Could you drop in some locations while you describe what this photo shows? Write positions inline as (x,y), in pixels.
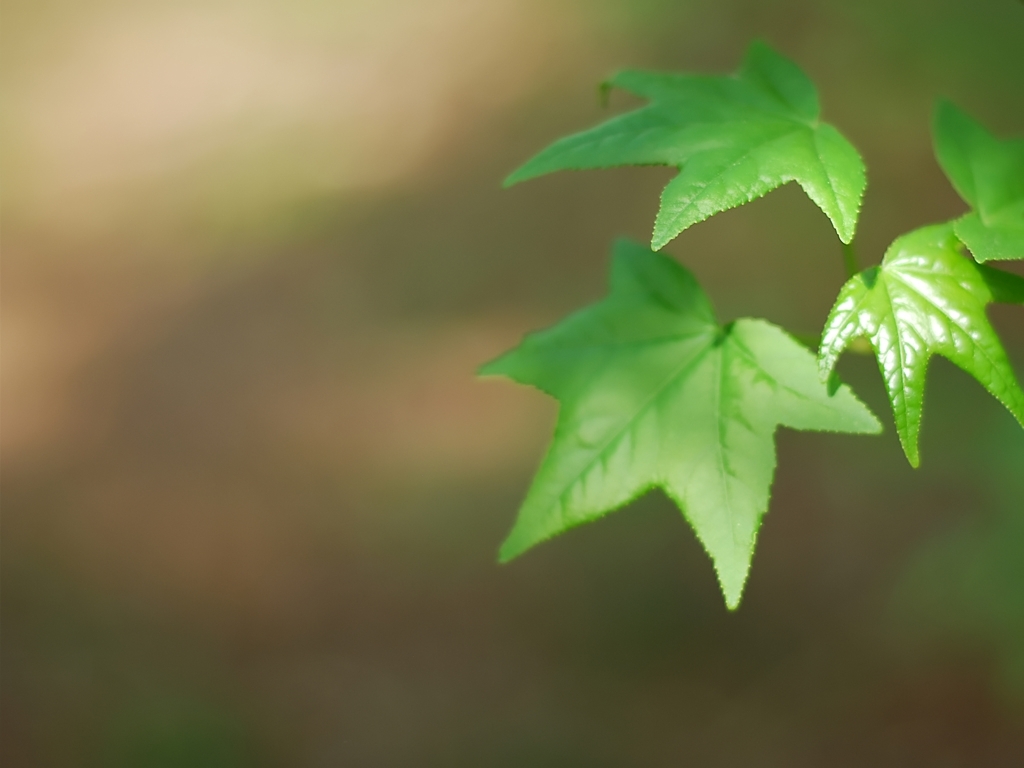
In this image we can see green color leaves (684,350). In the background (495,479) it is blurry.
